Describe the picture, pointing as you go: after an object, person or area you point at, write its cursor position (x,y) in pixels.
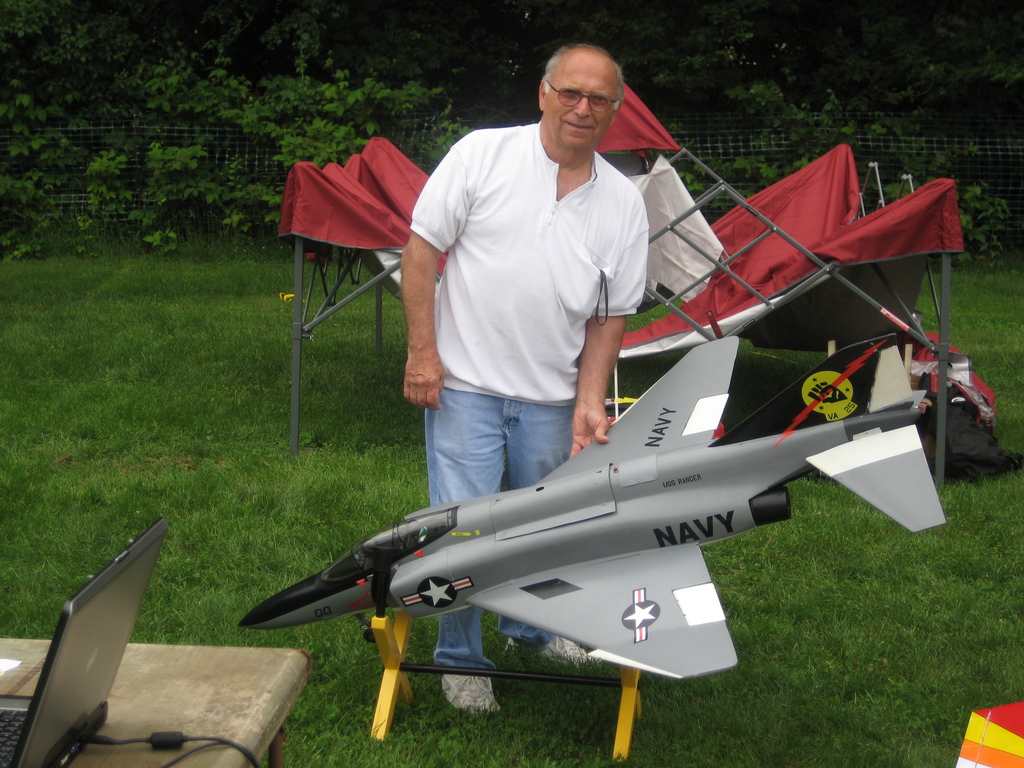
In the center of the image (541,395) we can see a man (541,355) standing. At the bottom (562,544) there is a toy aeroplane (501,520). On the left (161,712) there is a table (124,703) and we can see a laptop (71,736) placed on the table (238,728). At the bottom (480,732) there is grass (981,581). In the background (847,219) there is a tent (407,184), trees (125,78) and a mesh (65,178).
